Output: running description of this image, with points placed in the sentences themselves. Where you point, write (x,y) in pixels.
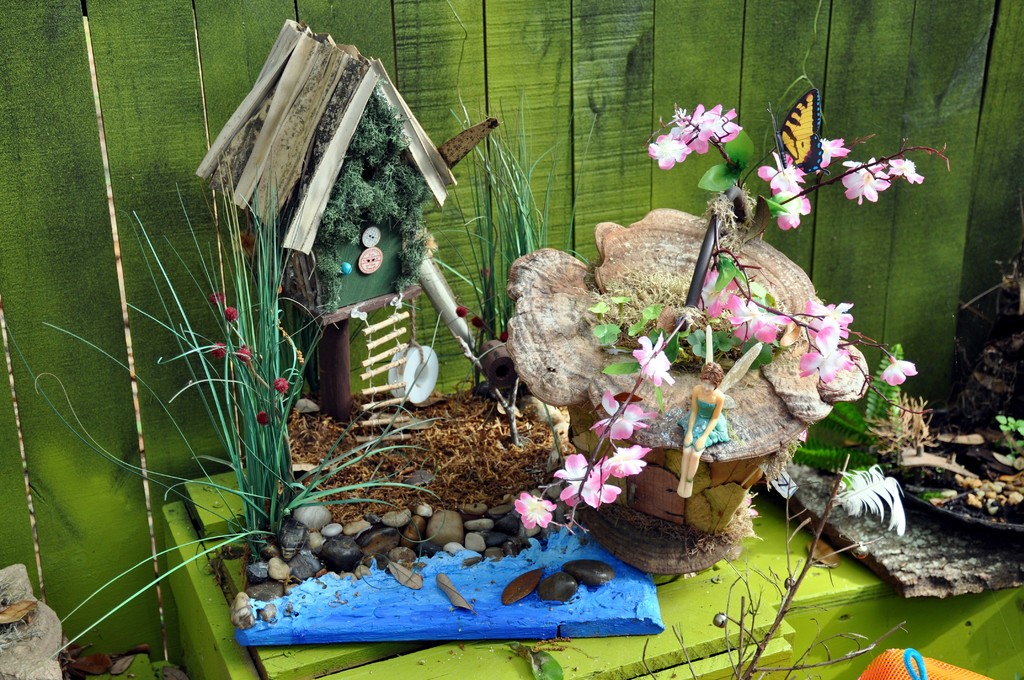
In this image we can see showpiece (711,249) is kept on the green color table (852,575). In the background (872,115), we can see green color wooden wall (167,88). Here we can see some plants (885,428), toys (691,417) and butterfly (821,171).
